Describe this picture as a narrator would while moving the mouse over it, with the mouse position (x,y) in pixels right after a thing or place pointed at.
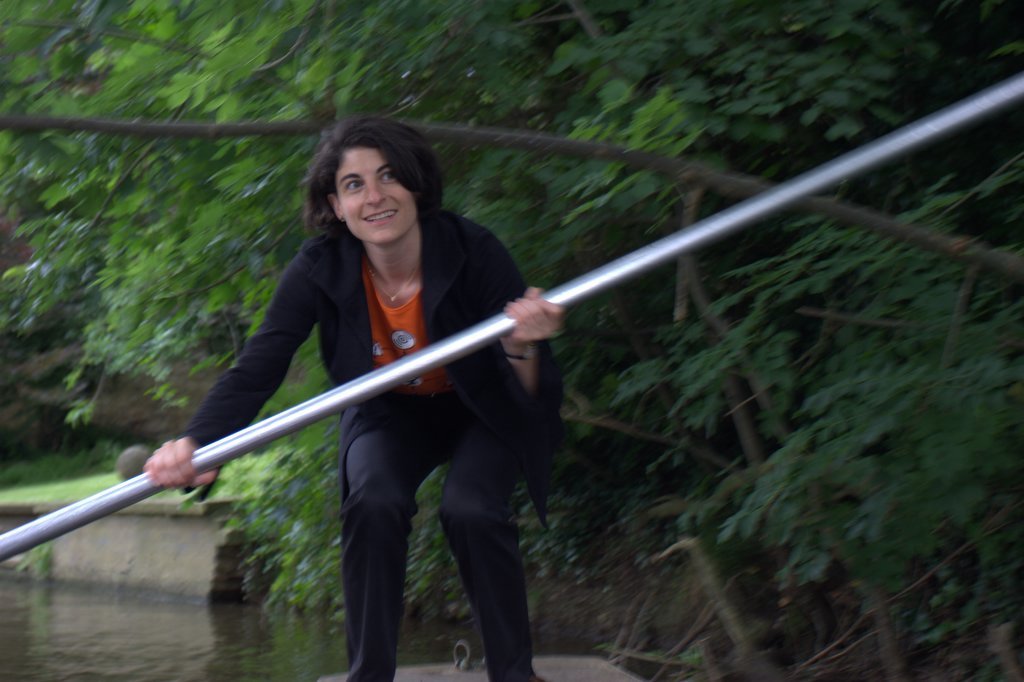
In this picture I can see a woman (390,305) standing in front (391,191) and I see that she is holding a silver color rod (620,276). I can also see that she is smiling. In the background (28,296) I can see the trees (754,323) and on the left bottom of this picture (33,629) I can see the water (215,632).
